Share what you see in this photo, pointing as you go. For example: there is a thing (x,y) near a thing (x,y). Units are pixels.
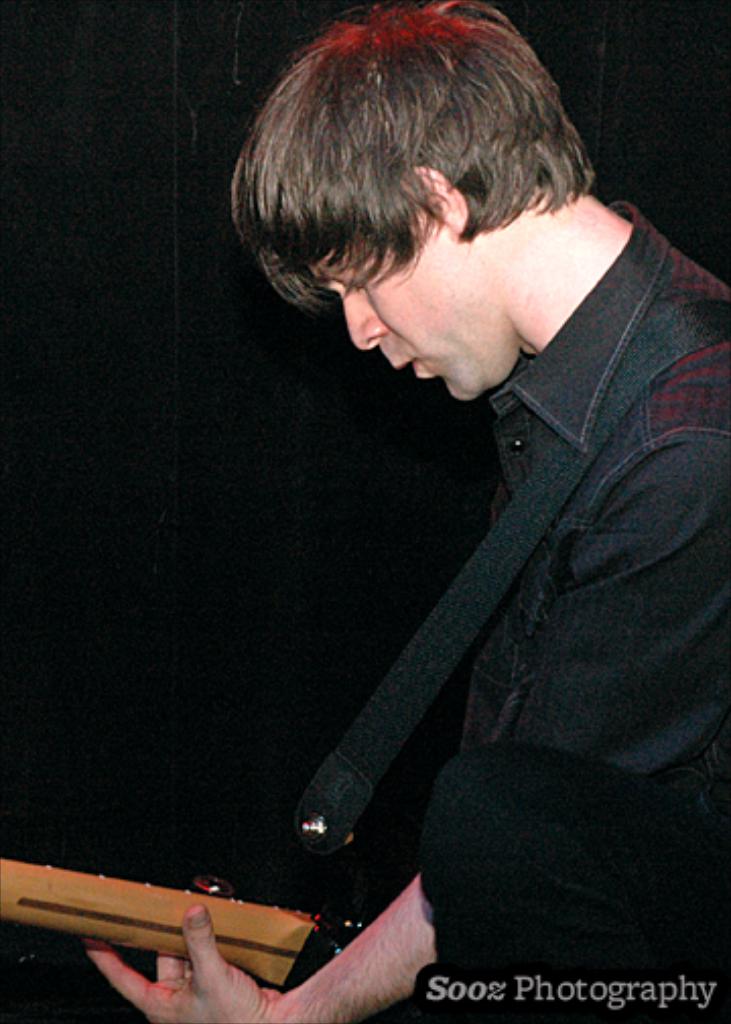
In this image in the front (520,634) there is a person (572,655) standing and holding a musical instrument (274,949) in his hand (215,947).
